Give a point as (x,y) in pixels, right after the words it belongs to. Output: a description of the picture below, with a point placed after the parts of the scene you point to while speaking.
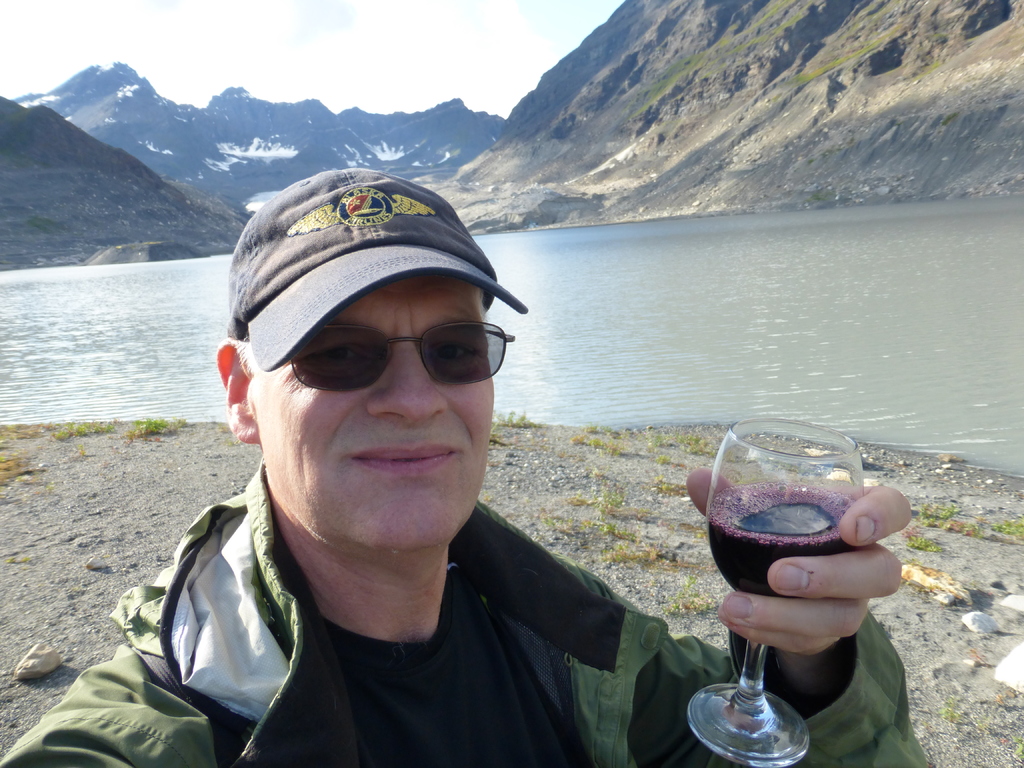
As we can see in the image there is a sky (268,58), hills (726,197), water (659,293) and a man (389,499) holding glass (820,528).
